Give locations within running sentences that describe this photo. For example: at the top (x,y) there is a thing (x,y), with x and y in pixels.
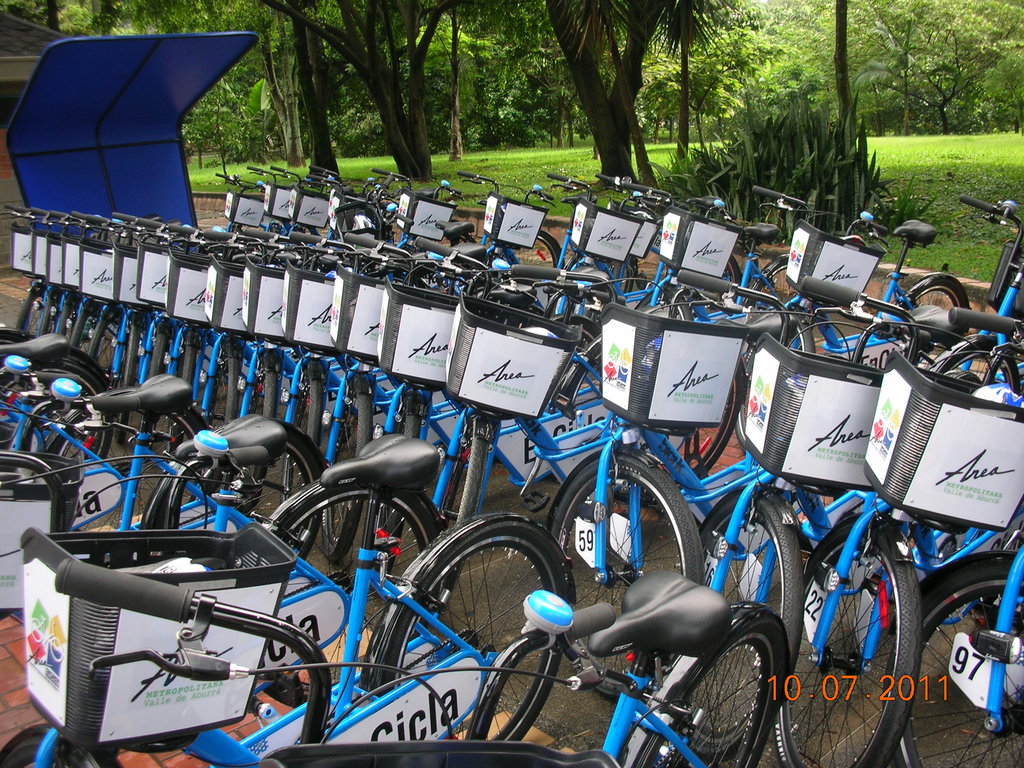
In this picture there are bicycles (877,753). There are posters (945,448) on the baskets (567,323) and there is text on the posters (721,380). At the back (915,79) there are trees (909,20), plants (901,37) and there is a house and there is an object (41,168). At the bottom (969,703) there is grass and there is a road (12,293).
